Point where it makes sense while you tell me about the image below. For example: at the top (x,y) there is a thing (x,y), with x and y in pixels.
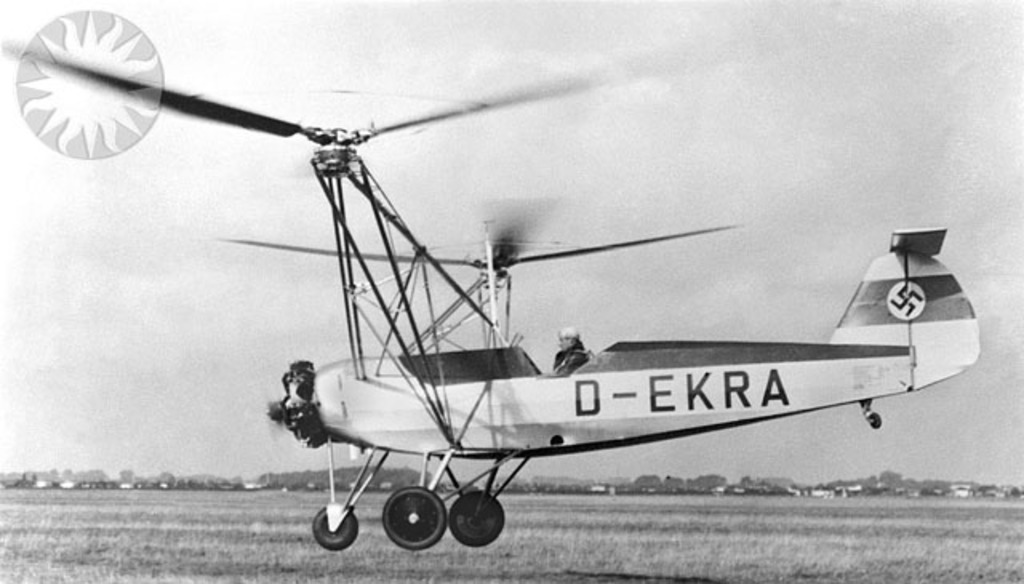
In the foreground of this black and white image, there is a helicopter (498,425) in the air (244,203) above the ground (613,572). In the background (275,298), there is the sky (190,284). At the top left (119,72), there is a watermark (90,63).
